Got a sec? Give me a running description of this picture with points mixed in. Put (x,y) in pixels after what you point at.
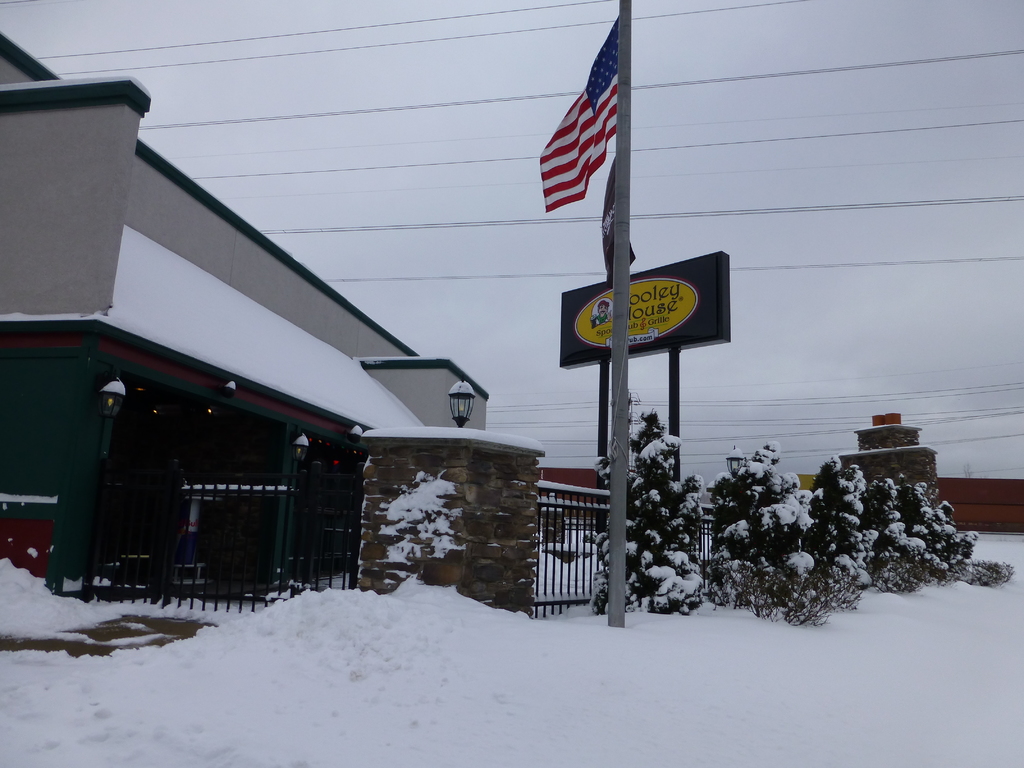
In this picture I can see a flag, tree (754,518), board (641,307), fence (356,567) and buildings (285,569). In the background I can see wires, light (473,395) and snow (765,690). I can also see sky (801,264).
